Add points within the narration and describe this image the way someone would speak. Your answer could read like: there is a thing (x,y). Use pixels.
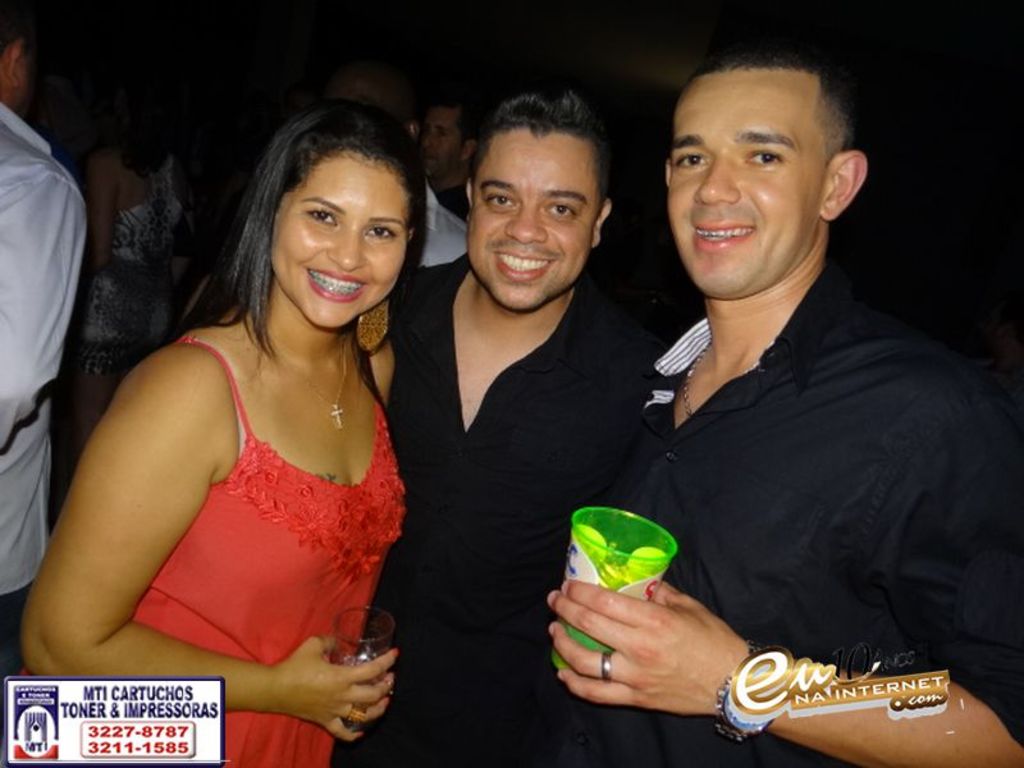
In this image I can see on the left side (279,564) a beautiful woman (352,542) is smiling and also holding the wine glass (362,626) in her hand (323,665). Beside her a man (445,272) is smiling, on the right side (784,548) a man (766,560) is holding the glass (653,596). He wore black color shirt (832,507).
